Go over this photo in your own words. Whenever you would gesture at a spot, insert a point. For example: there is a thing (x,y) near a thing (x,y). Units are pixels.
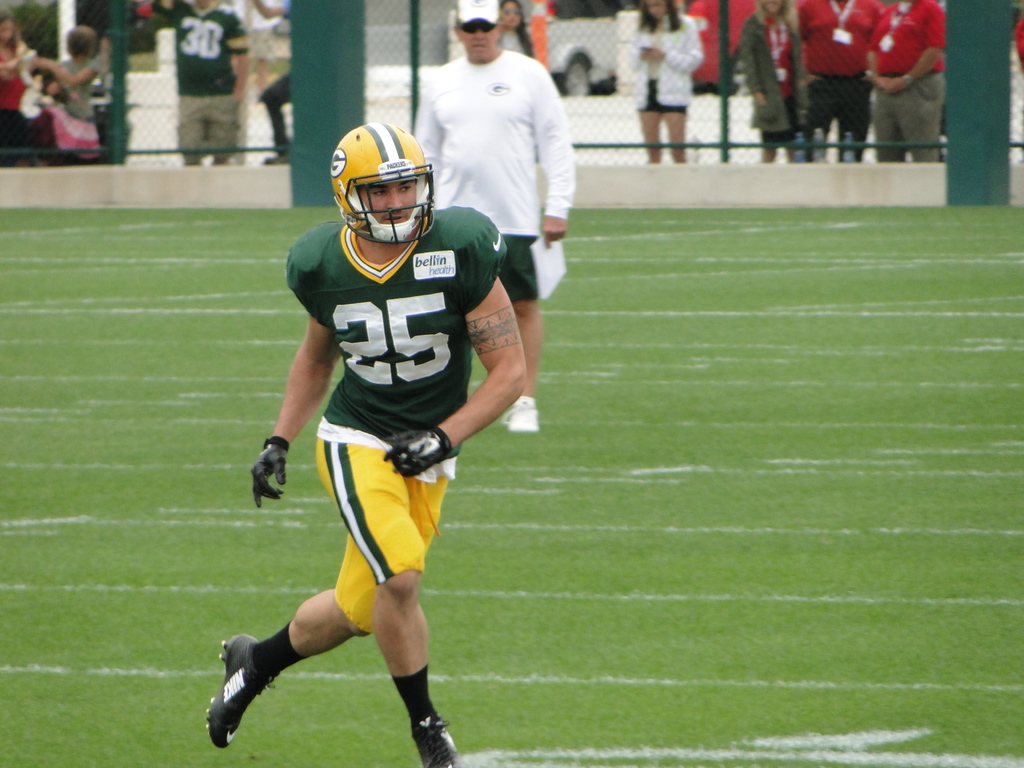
In this picture there is a player (399,381) wearing green color t-shirt (343,354) and yellow shorts (386,521) with helmet (398,144), running on the grass ground (172,630). Behind there is a man (546,220) standing and looking into the camera. In the background (860,94) we can see the net fencing (691,95) and some persons (637,59) standing and watching the game.
